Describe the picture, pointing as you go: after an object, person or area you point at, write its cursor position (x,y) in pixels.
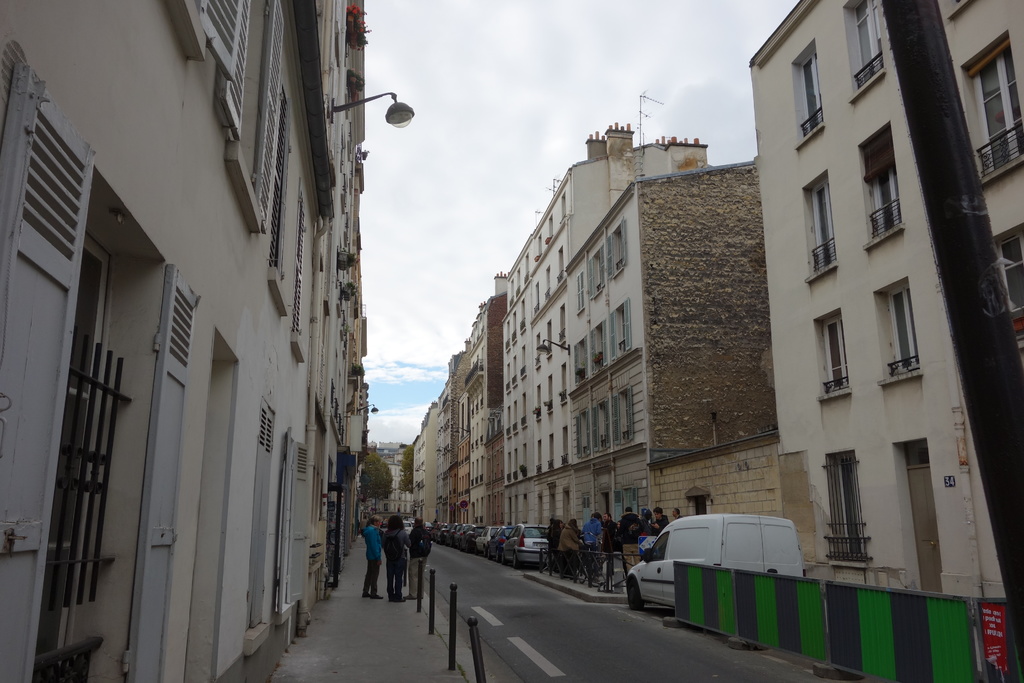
These are the buildings (270,334) with the windows (269,436) and doors (278,484). I can see groups of people (584,538) standing. I think these are the lane poles (454,607). I can see the vehicles (517,559), which are parked on the road (506,566). These look like the barricades (846,635). This is a pole (918,124). Here is the sky (469,117). I can see a lamp (333,107), which is attached to a building wall (352,140). In the background (402,465), I can see the trees (404,463).
